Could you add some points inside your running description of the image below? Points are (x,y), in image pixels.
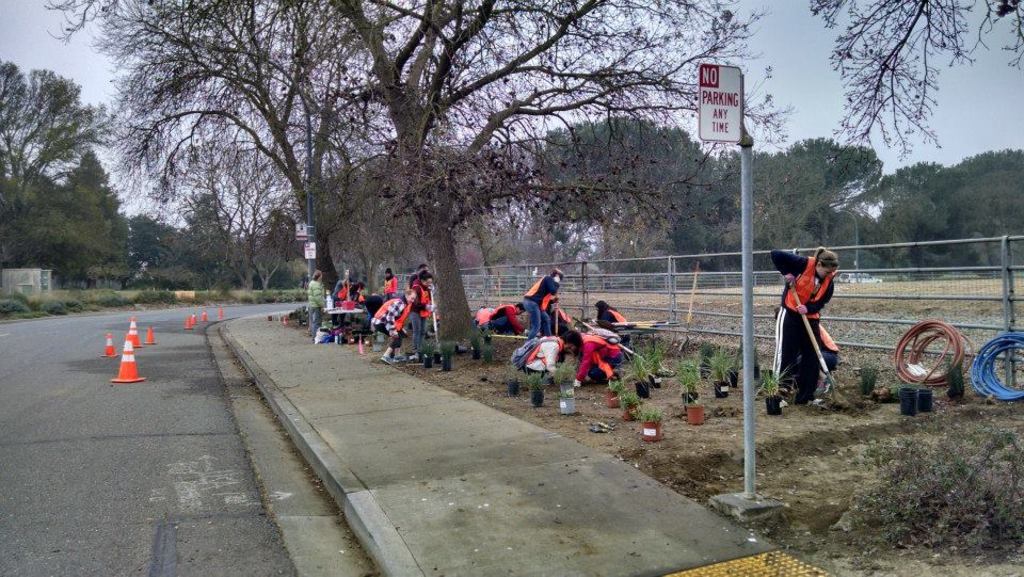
In the image we can see there are people (429,312) standing and some of them are sitting, they are wearing clothes (807,355) and they are holding an object (806,321) in their hand (788,282). Here we can see the pole (746,309) and board (712,102). There are many trees (563,155) and road cones (131,354) on the road (185,334). Here we can see fence (913,310), pipes (919,349), plant pot (706,363), grass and the sky (772,73).
